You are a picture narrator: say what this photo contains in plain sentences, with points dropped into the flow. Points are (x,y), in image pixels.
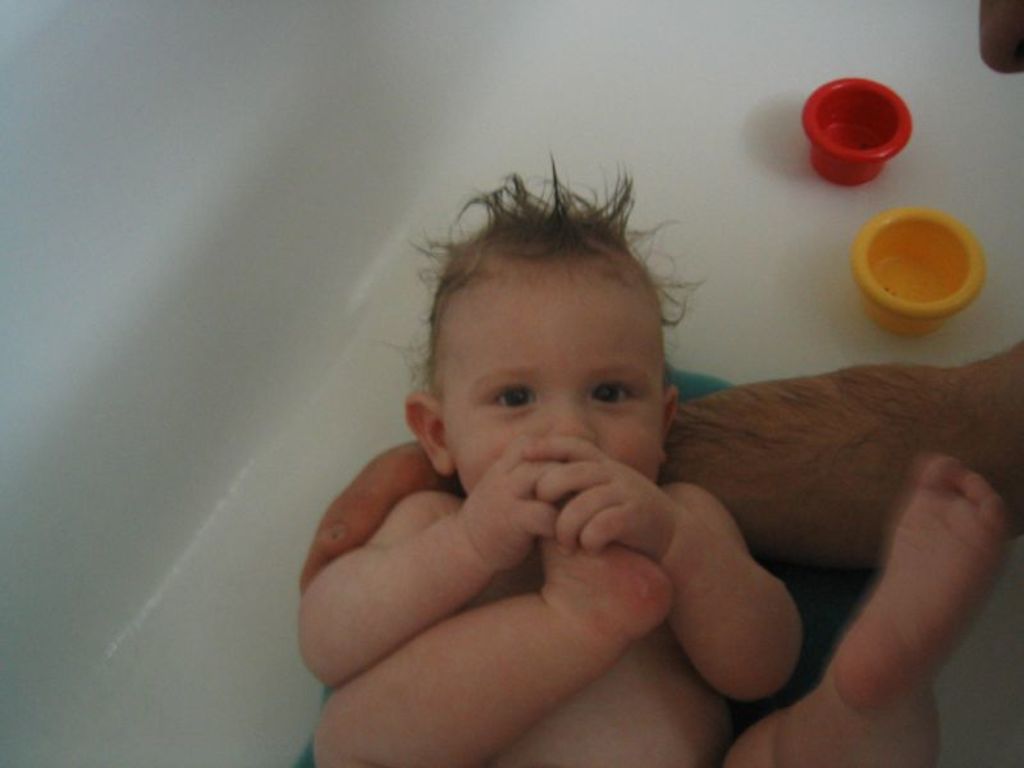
In this image, I can see a baby (612,453). On the right side of the image (897,398), I can see a person's hand (876,408). These look like the small bowls (869,148), which are red and yellow in color. The background (348,115) looks white in color.
